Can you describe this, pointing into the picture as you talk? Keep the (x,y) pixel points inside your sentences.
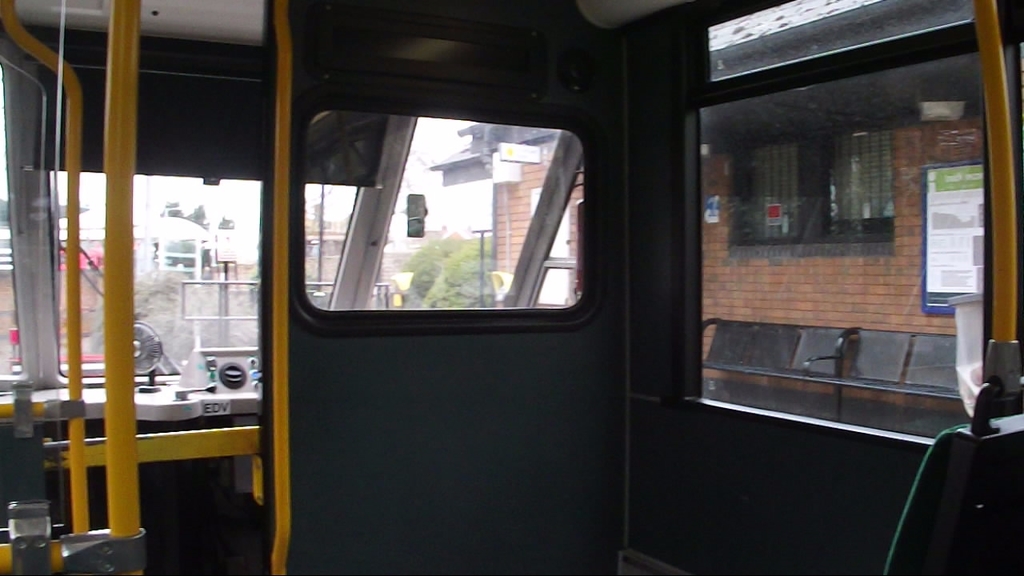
In this image we can see inside of a vehicle (479,424). There are few buildings (841,201) and houses (502,223) in the image. There are many trees (440,266) in the image. There are few advertising boards (951,256) in the image. There is a sky (198,182) in the image. There are few chairs (840,360) in the image.
